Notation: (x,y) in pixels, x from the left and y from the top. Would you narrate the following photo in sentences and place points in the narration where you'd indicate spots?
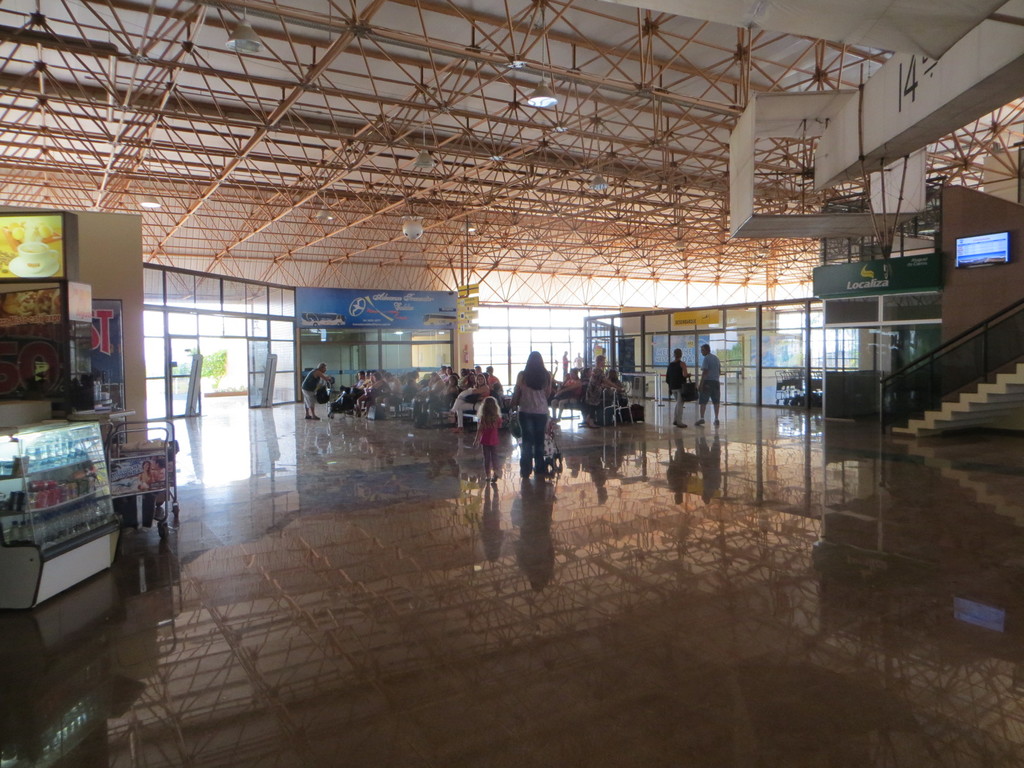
In this image, we can see persons (541,404) wearing clothes (710,396). There is a counter (90,444) on the left side of the image (53,525). There is a staircase (917,399) on the right side of the image (1002,406). There is a screen (993,251) on the wall (1014,214). There are lights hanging from the roof (514,131).
